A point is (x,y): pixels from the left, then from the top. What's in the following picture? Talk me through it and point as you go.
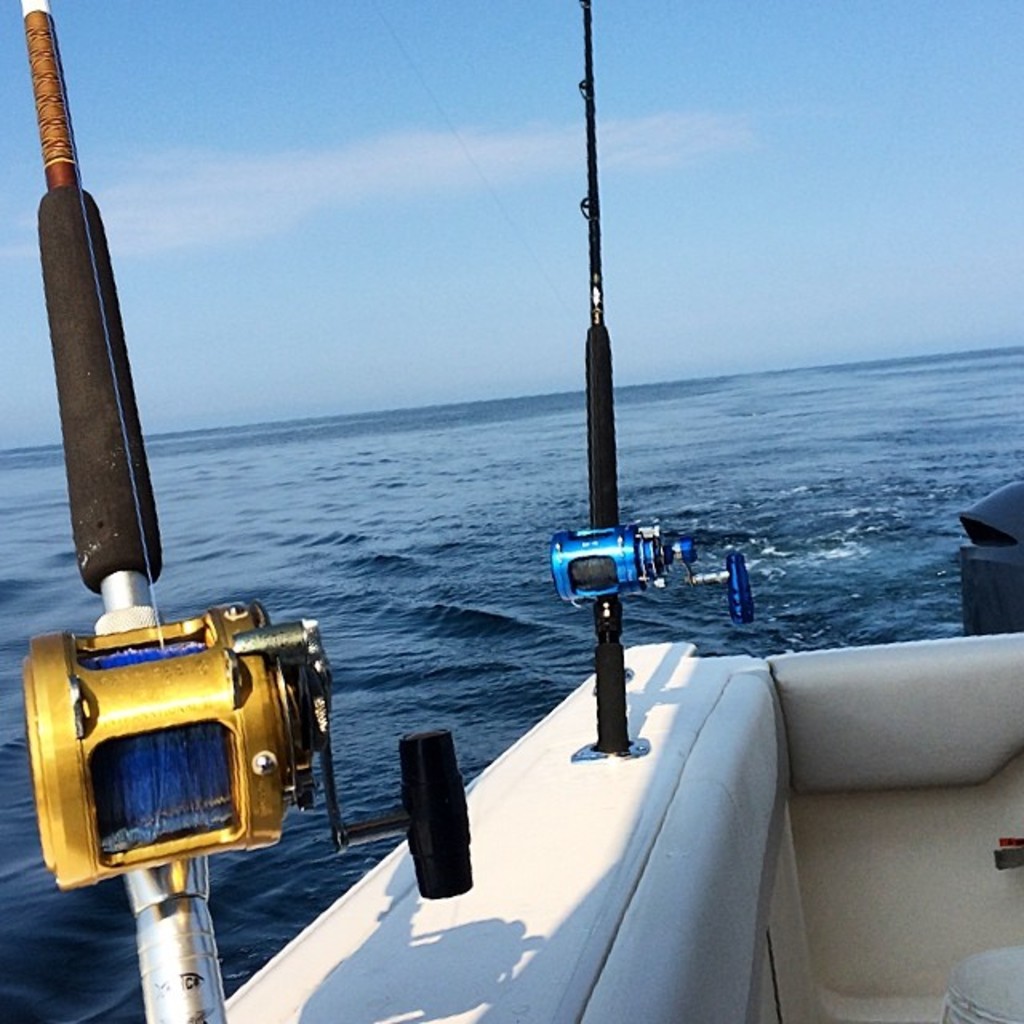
In this image in the front (590,872) there is a boat (679,942) sailing on the water (511,700). There are objects (609,585) which are black, blue and golden in colour which are on the boat (595,743).
